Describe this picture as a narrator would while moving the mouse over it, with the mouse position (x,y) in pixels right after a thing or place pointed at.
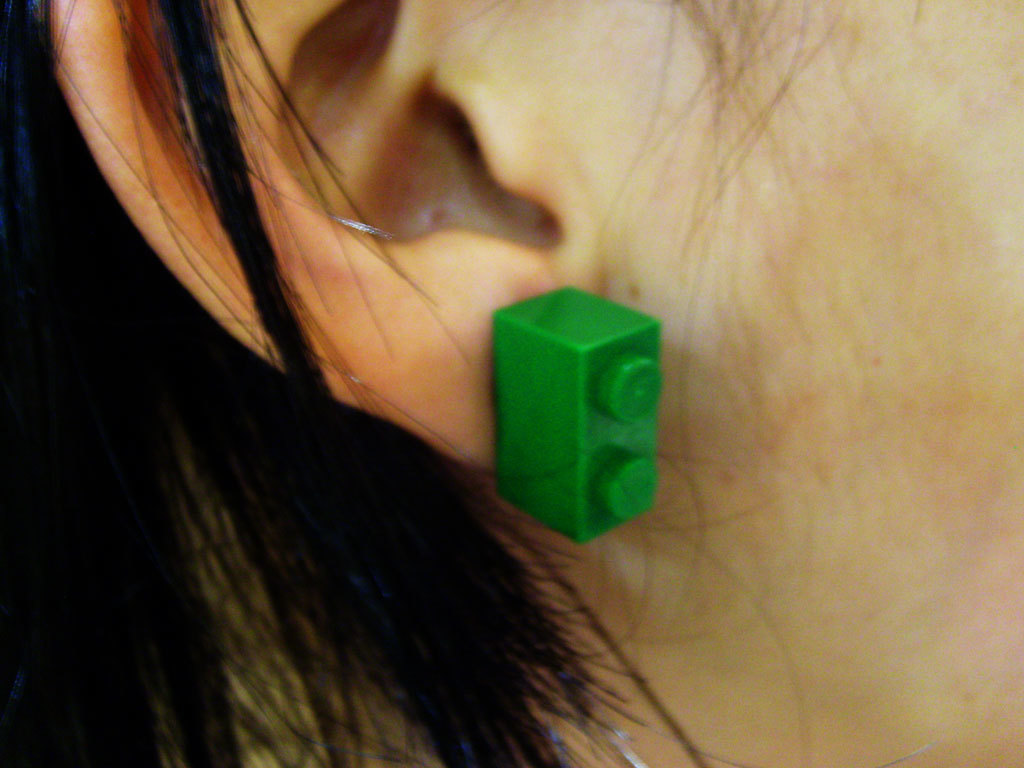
In this image there is a ear (489,174) of the person (376,153) in the center (455,268) and there is a face (820,339) of the person (245,608) and there is an object (571,449) which is green colour and there are hairs (389,573).
